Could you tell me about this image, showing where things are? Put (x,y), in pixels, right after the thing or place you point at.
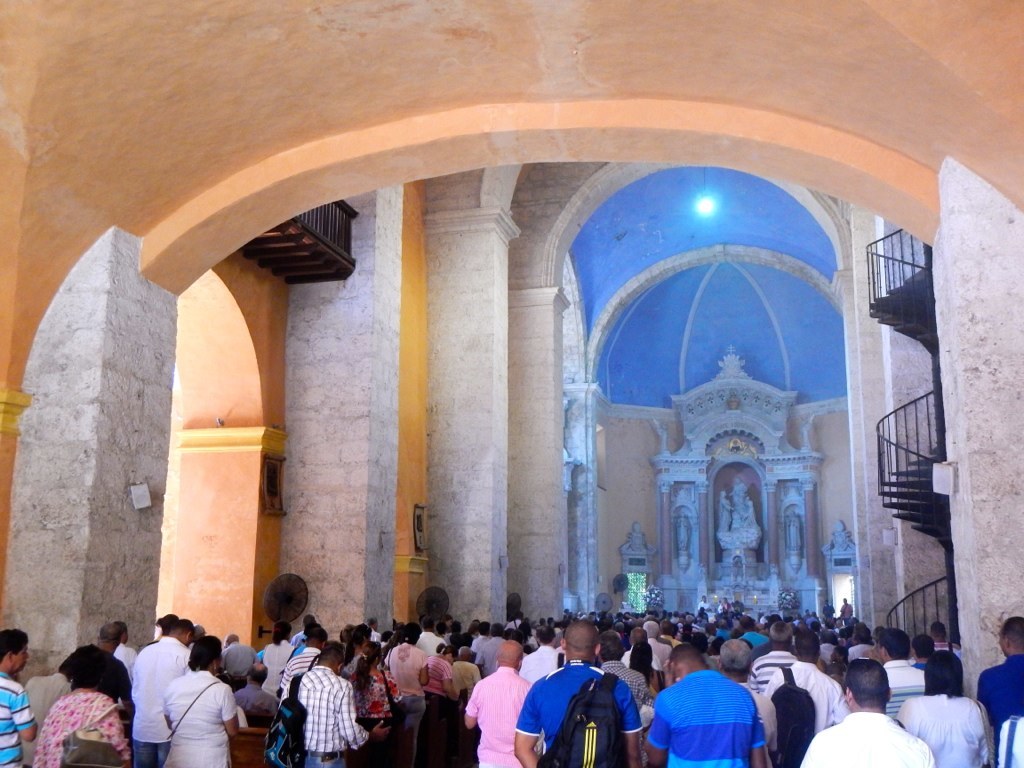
In this picture I can see statue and few people (537,764) are standing and I can see metal stair case (892,321) on the right side of the picture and a light (697,207) to the ceiling (720,228) and I can see few people (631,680) wearing bags (789,738).
